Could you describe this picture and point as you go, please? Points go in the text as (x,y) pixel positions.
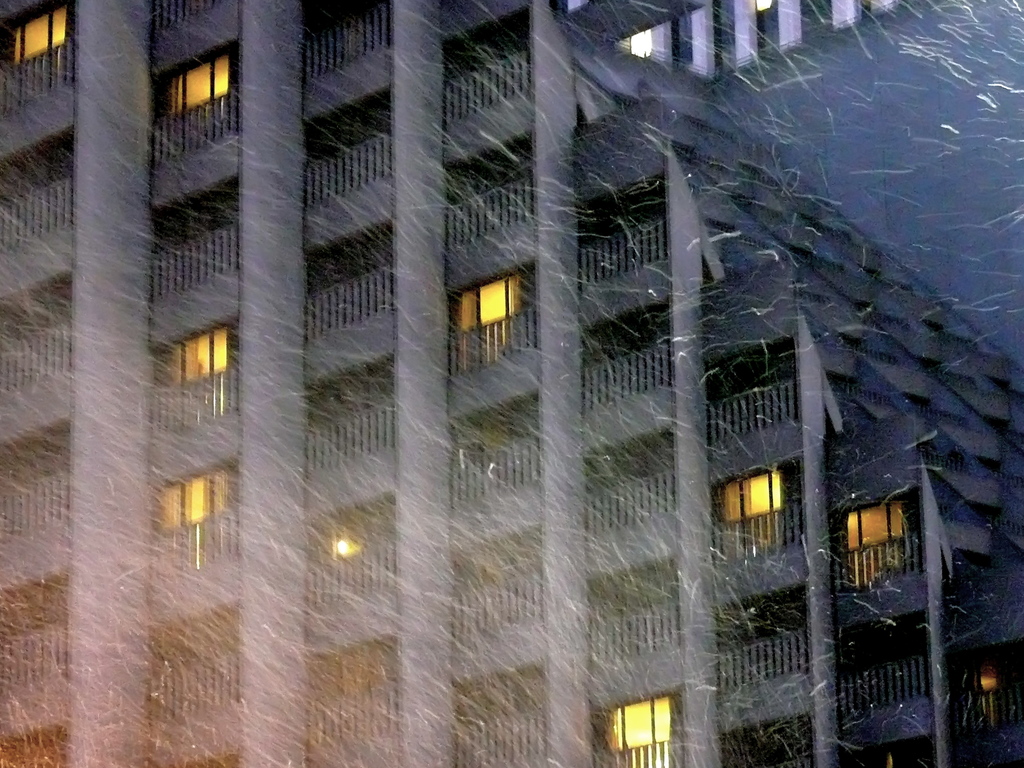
In this image I can see a building (317,612) along with the windows (210,373) and there is a snowfall (712,356).
